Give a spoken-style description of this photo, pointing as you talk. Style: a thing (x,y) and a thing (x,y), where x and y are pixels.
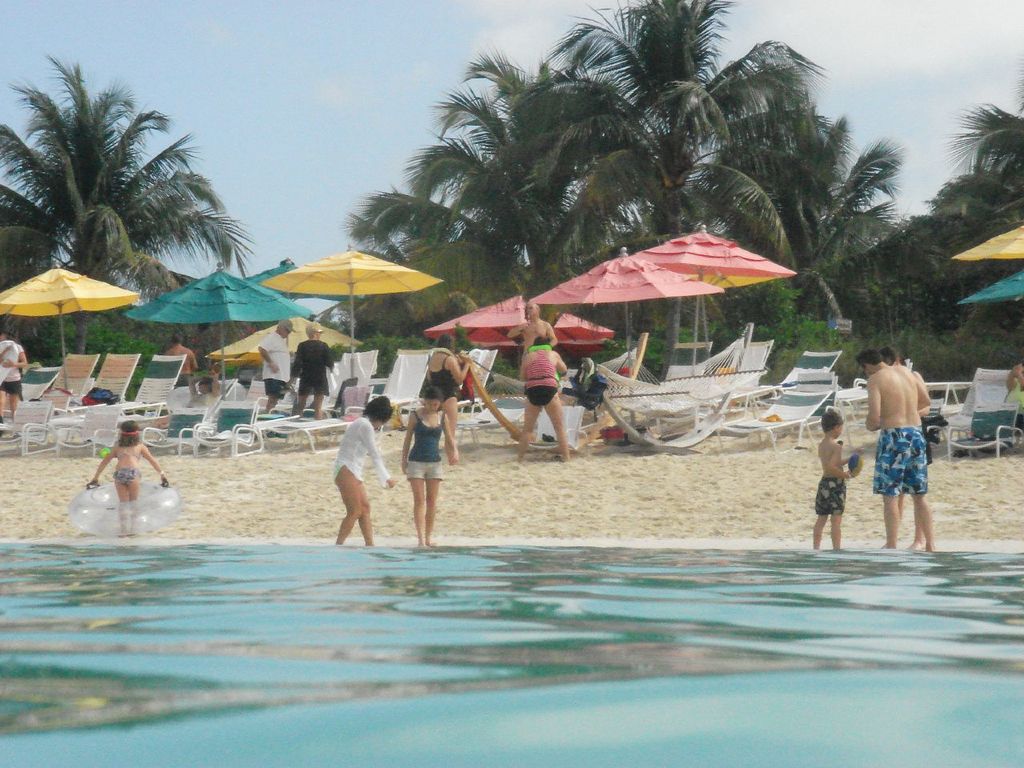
In the foreground (530,679) there is a water body (325,675). In the middle (460,498) there are people (880,474), beach chairs (405,404), umbrella (87,306), sand (288,485), trees (524,263) and plants (931,322). At the top (328,72) there is sky (202,87).
